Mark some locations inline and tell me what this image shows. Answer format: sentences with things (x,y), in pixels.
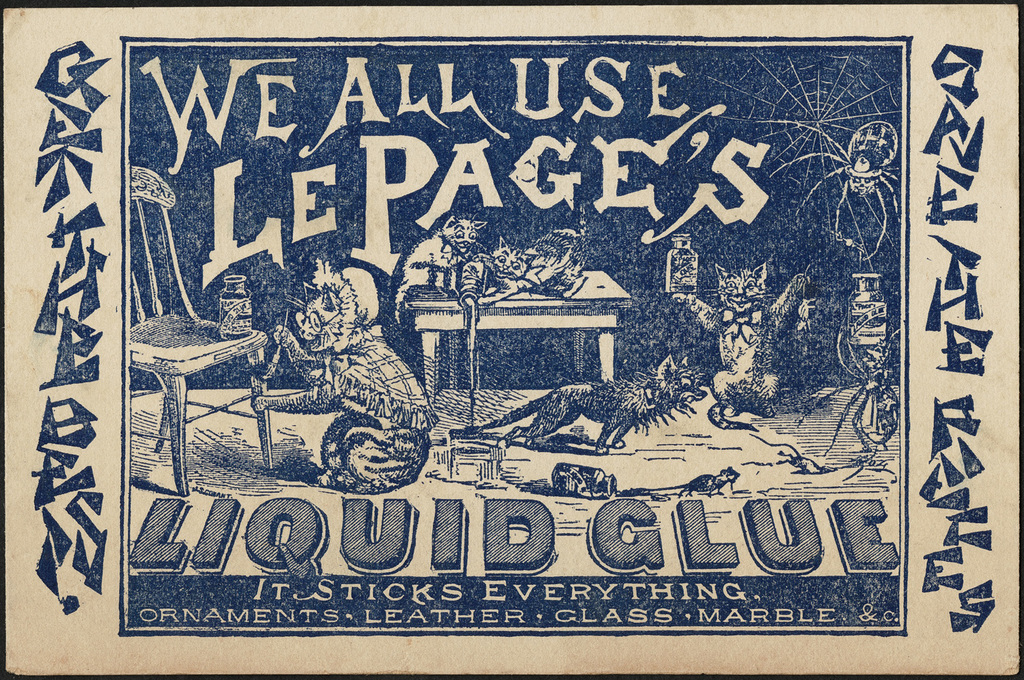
In the foreground of this poster (724,512), there is text (953,182) and images of cats (349,467), chair (250,355), bottle (242,297), rat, spider (866,175) and few objects (595,307).
